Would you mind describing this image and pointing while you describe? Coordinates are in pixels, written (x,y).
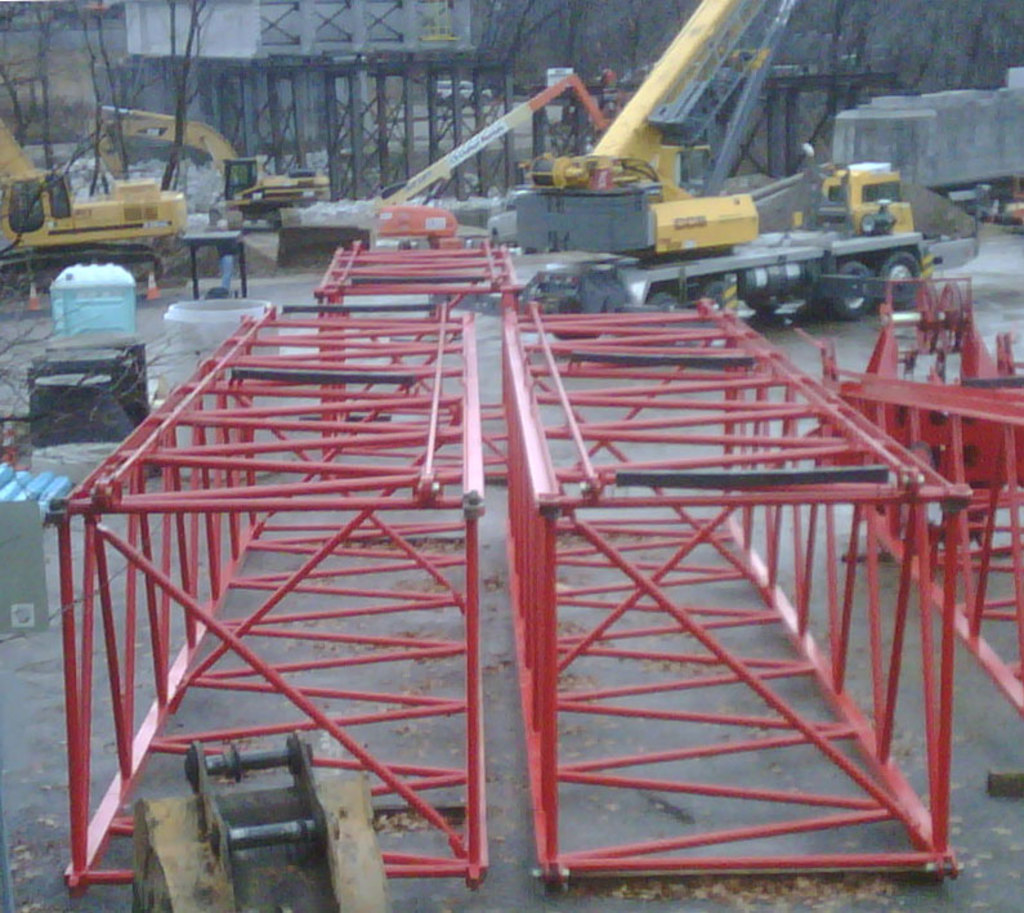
In this image there are iron objects (656,496), in the background (762,243) there are cranes (423,174).
